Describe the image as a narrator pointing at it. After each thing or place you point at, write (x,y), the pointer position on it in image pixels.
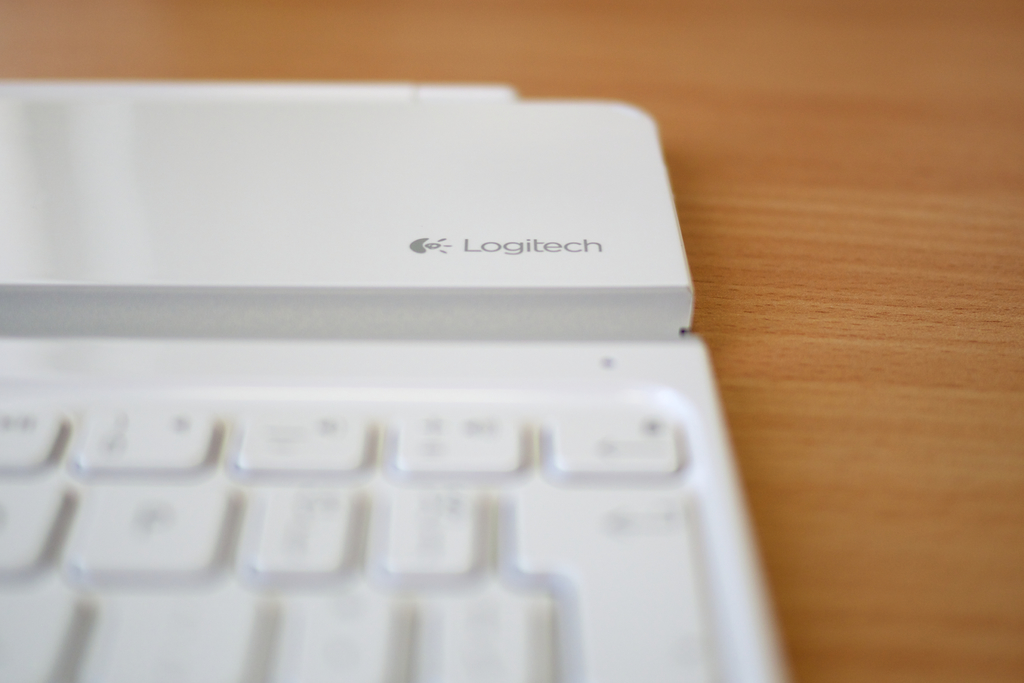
In the image there is a keyboard (620,354) kept on a table (807,497).
